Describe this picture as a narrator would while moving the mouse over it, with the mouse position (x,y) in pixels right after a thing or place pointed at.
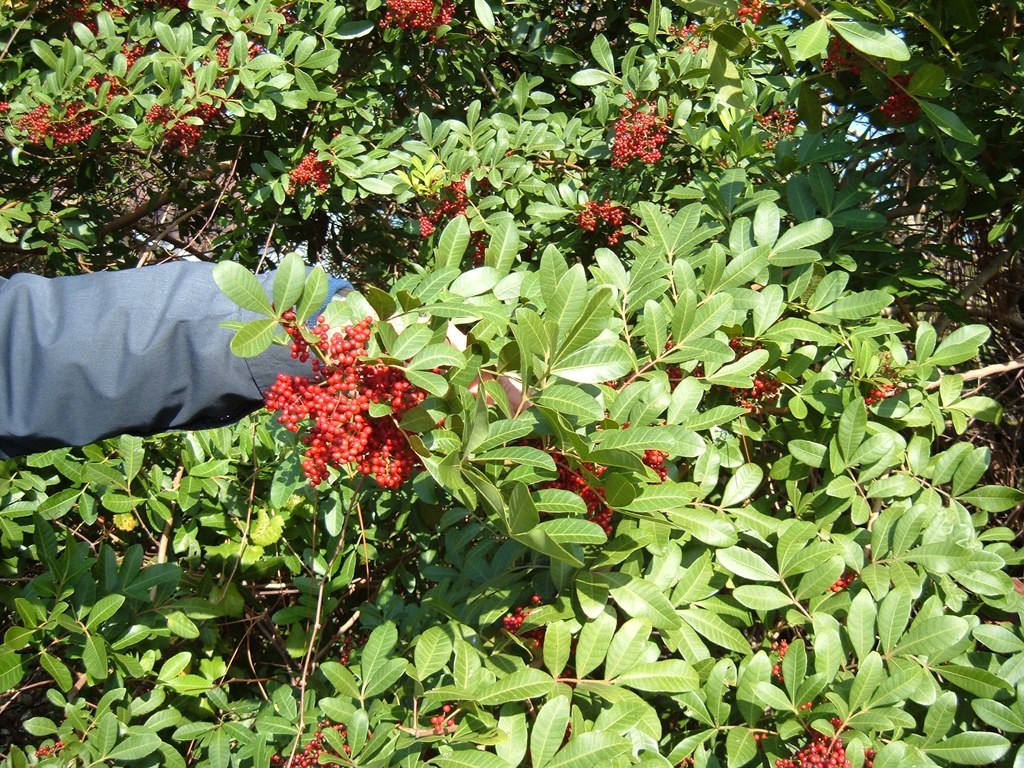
In this image I can see a few red color fruits (413,468) and few green color leaves (754,342). I can see a blue color cloth (141,357).
